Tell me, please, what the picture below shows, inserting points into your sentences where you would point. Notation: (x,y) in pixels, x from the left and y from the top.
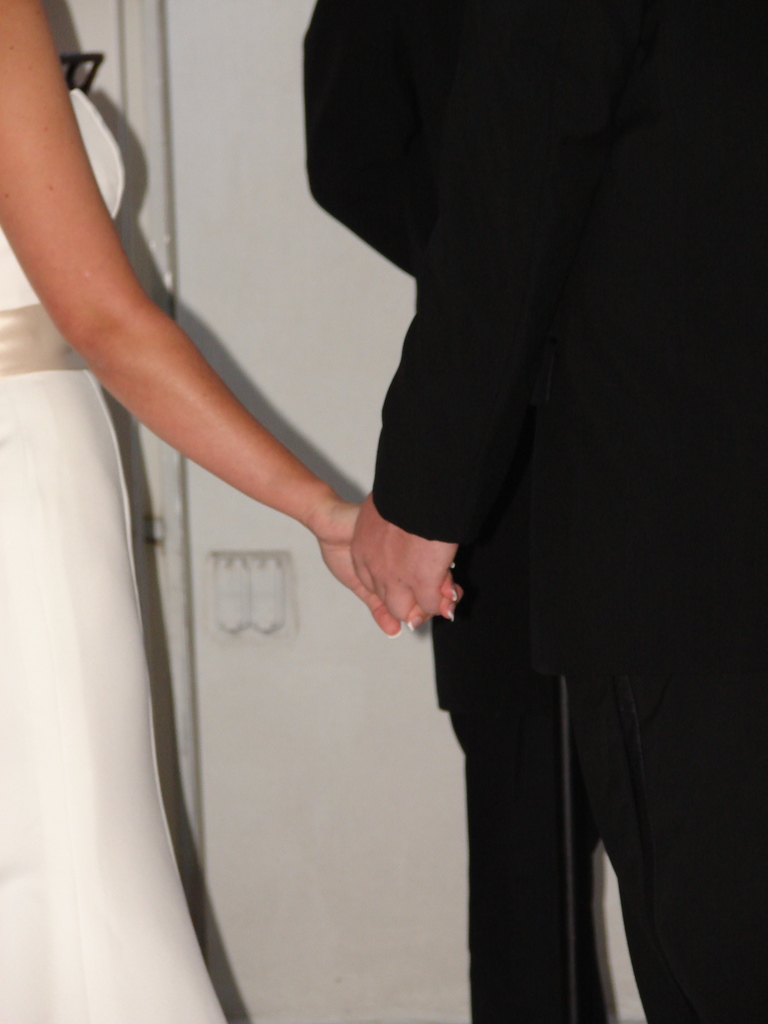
A man (379,559) and woman (114,573) are holding hands (336,516). This woman (67,281) wore white dress (54,709).
